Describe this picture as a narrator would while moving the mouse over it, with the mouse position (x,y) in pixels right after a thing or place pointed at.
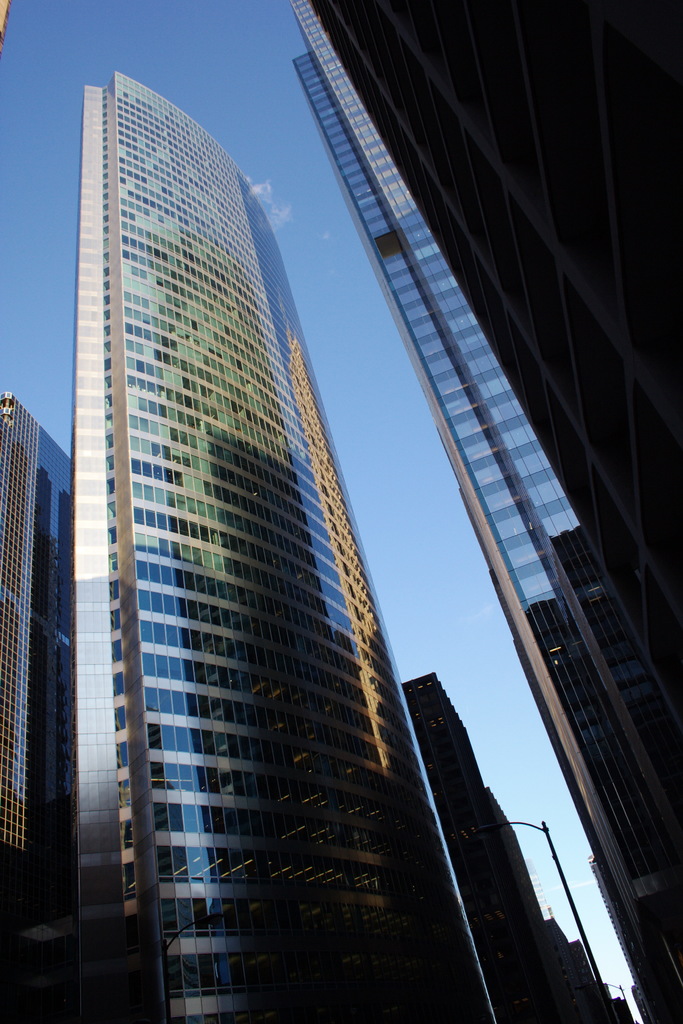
In this image there are buildings (542,443), light poles (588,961) and blue sky (339,402).
